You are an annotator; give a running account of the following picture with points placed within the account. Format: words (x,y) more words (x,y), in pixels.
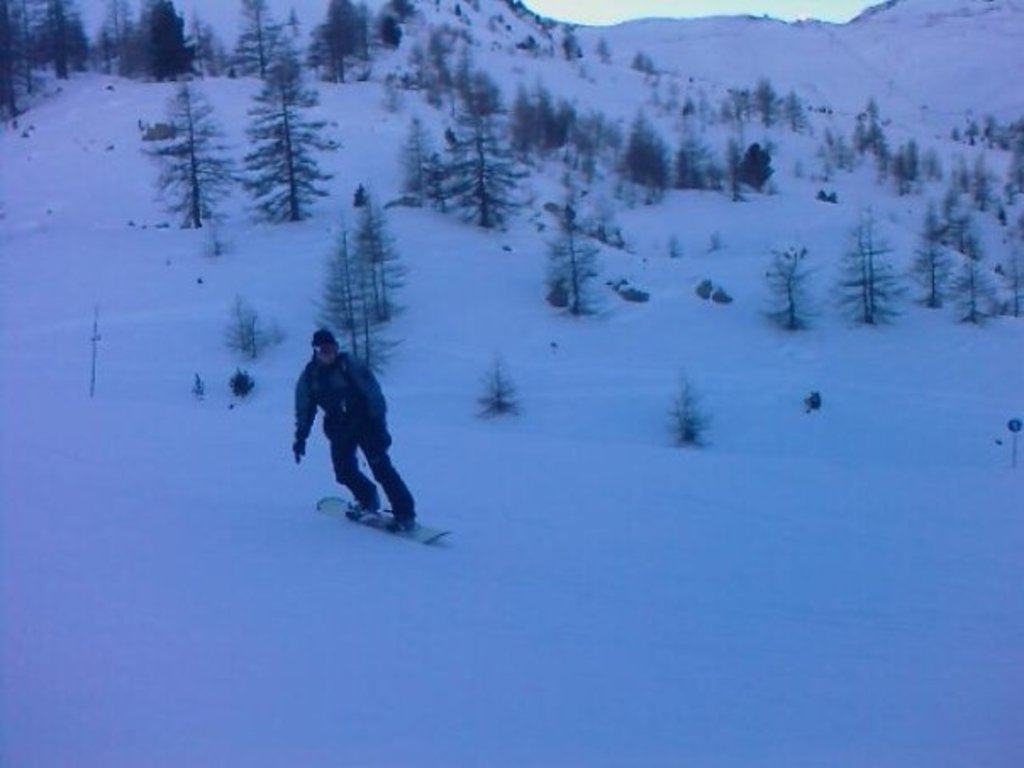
In this image, we can see a person (362,427) is skating with a snowboard (417,533) on the snow (543,588). Background (970,403) we can see so many trees (382,328), plants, snow (987,115) and mountains (48,190).
